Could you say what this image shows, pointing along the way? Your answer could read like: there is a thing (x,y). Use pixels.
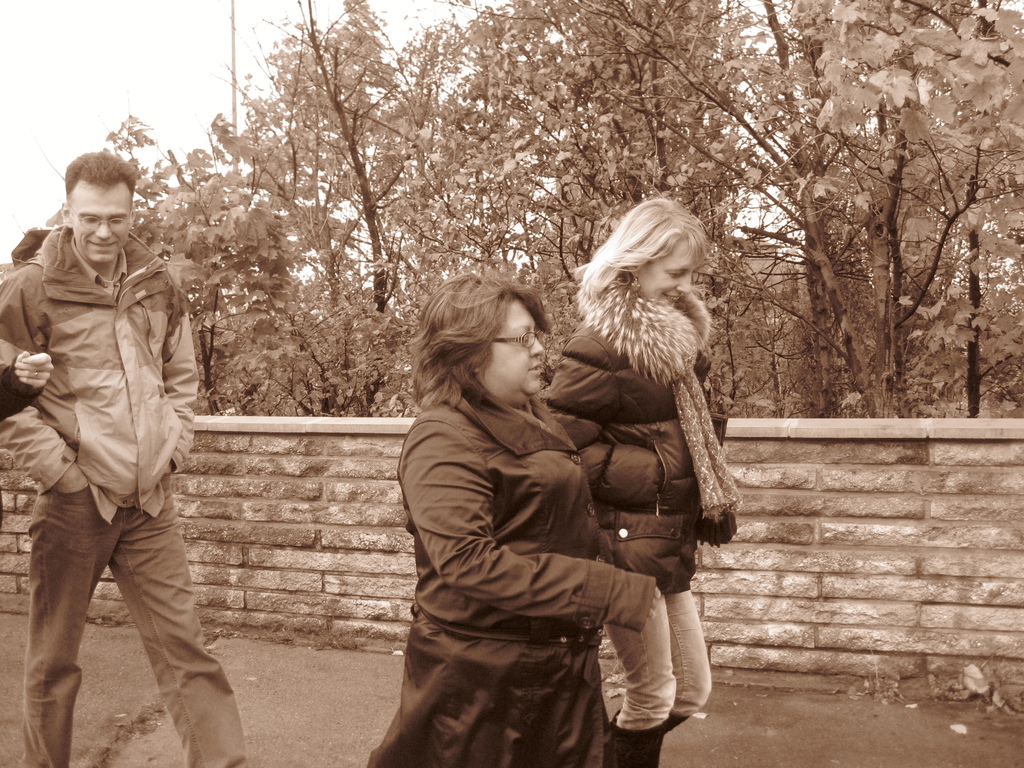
In the picture we can see two women (473,494) and a man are walking on the path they are wearing a jacket (457,457) and hoodie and in the background (952,673), we can see a wall (325,587) and behind it we can see trees (342,159) and sky (162,107).
